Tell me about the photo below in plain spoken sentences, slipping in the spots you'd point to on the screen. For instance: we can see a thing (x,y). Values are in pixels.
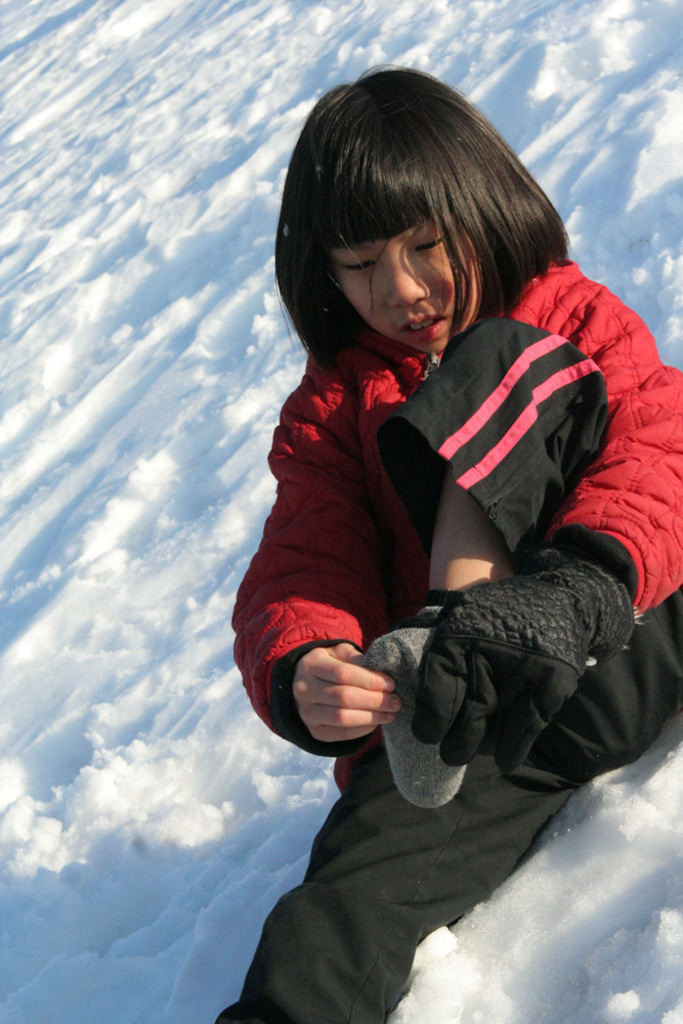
This image consists of a girl (488,778) wearing a red jacket (604,518) and black gloves (476,736) is sitting in the snow (561,869). At the bottom (131,808), there is snow (38,354).
